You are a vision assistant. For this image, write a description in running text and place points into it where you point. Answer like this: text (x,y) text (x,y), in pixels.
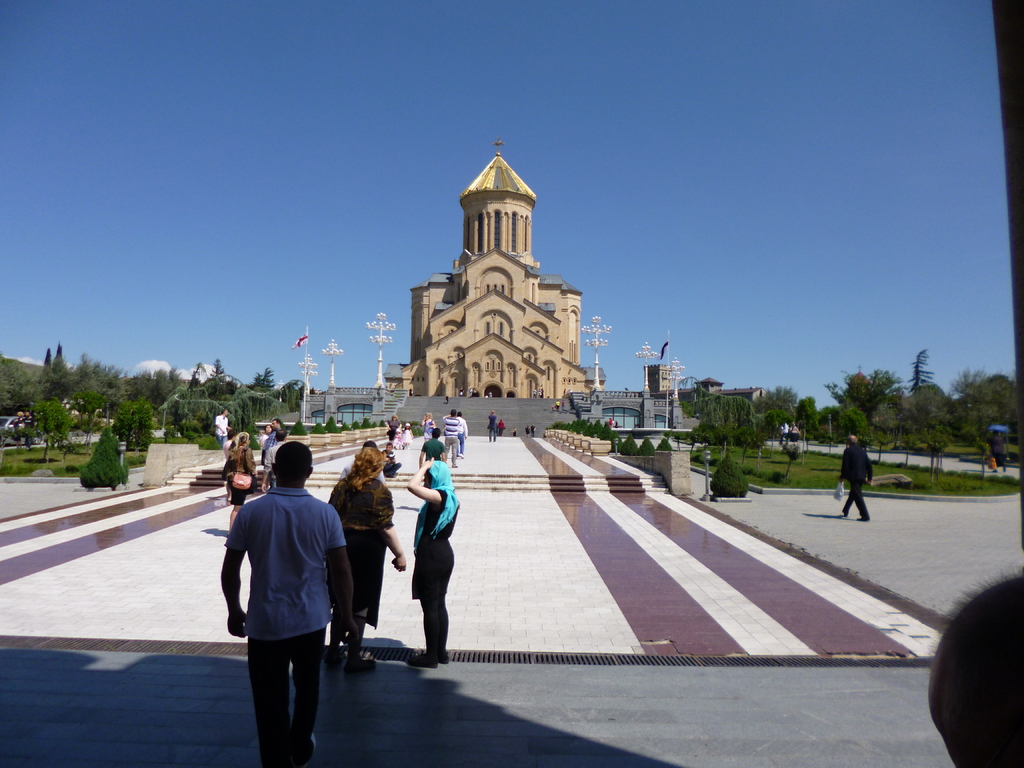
In the image there are few people (379,520) walking and standing on the path (532,511) towards cathedral (508,300) in the front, there are trees (182,402) on either side of it and above its sky (266,173).
